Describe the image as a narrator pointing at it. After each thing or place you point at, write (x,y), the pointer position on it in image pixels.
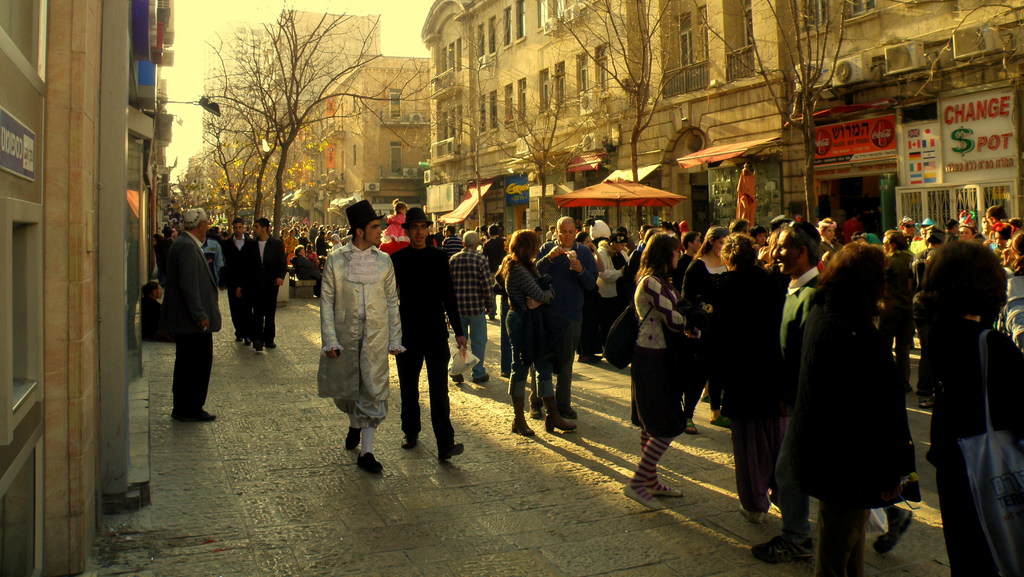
In this image there is the sky (205,32) truncated towards the top of the image (398,16), there are buildings (369,28), there are buildings (405,125) truncated towards the top of the image (781,75), there is a building (714,78) truncated towards the right of the image (698,54), there are building (90,163) truncated towards the left of the image (31,297), there are building (105,51) truncated towards the top of the image (142,39), there are boards (873,146) on the buildings (868,95), there is text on the boards (890,126), there is an umbrella (646,193), there are trees (654,32) truncated towards the top of the image (620,66), there is road (310,519) truncated towards the bottom of the image (598,526), there are group of persons (500,299) on the road (306,427), the persons (479,297) are holding an object (461,371), the persons (632,290) are wearing a bag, there are persons (945,317) truncated towards the right of the image (952,310).
